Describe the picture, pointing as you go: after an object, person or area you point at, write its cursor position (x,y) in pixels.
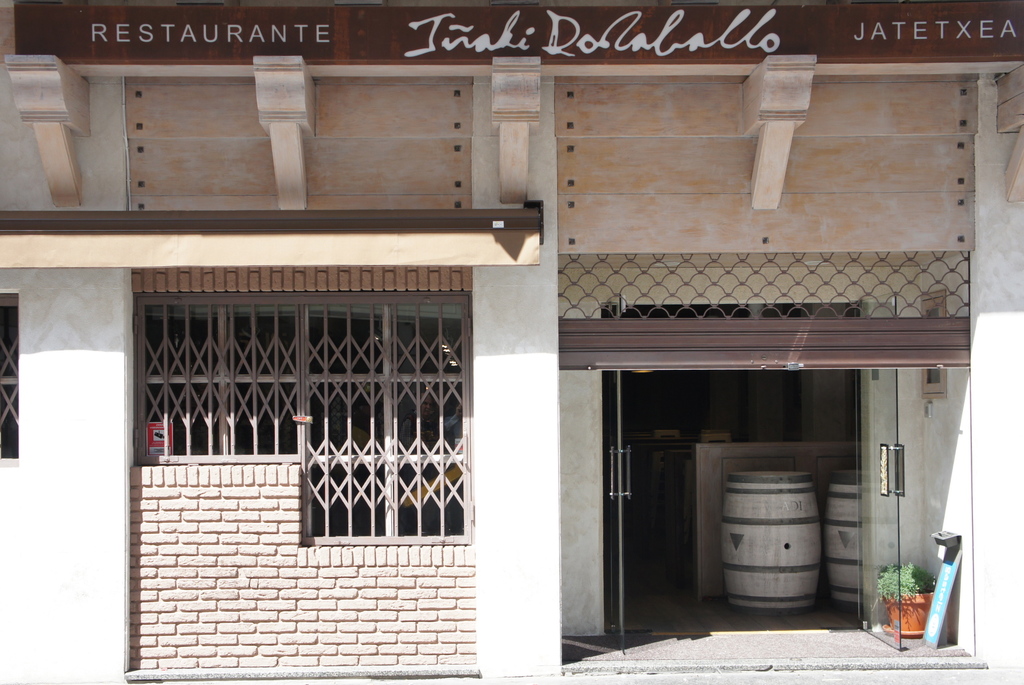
This is a picture of a restaurant (213,73). In the foreground of the picture (309,614) there are shutter (624,352), grills (316,389), window (205,412), brick wall (216,570) and a wall (15,598). At the top (65,46) there is hoarding (753,51). In the background (766,505) there are drums (785,513) and some other objects (688,439). On the right (929,581) there is a flower pot (908,594).
